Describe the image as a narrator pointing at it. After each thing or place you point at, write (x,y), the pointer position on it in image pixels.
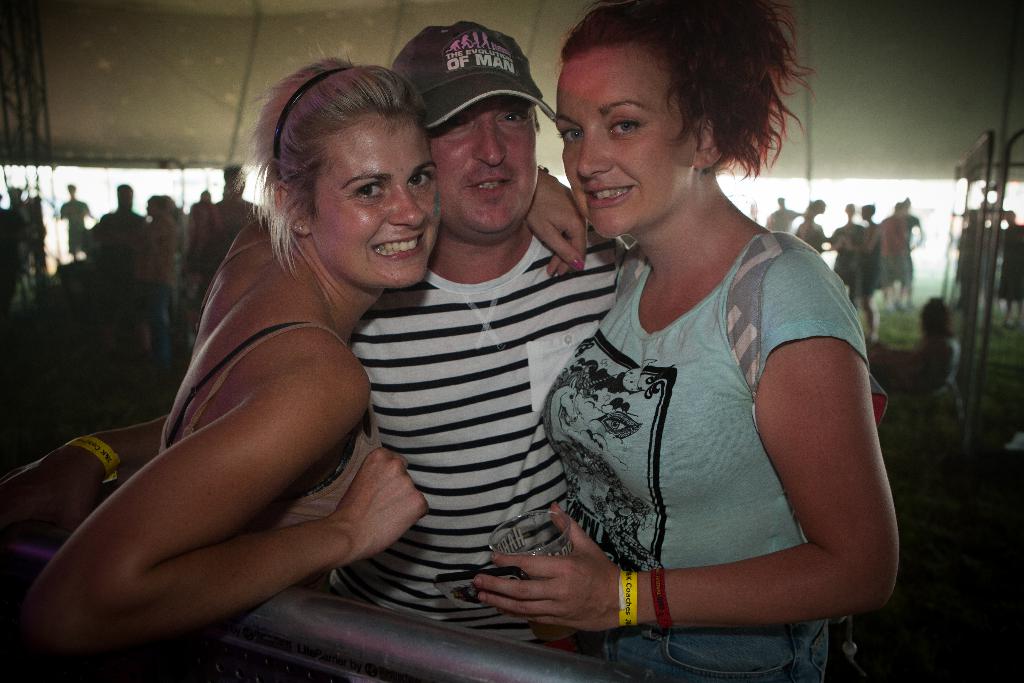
In this picture we can see a man (466,389) and two women (550,418) are standing and smiling in the front (692,359), in the background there are some people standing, we can see a blurry background (865,168).
